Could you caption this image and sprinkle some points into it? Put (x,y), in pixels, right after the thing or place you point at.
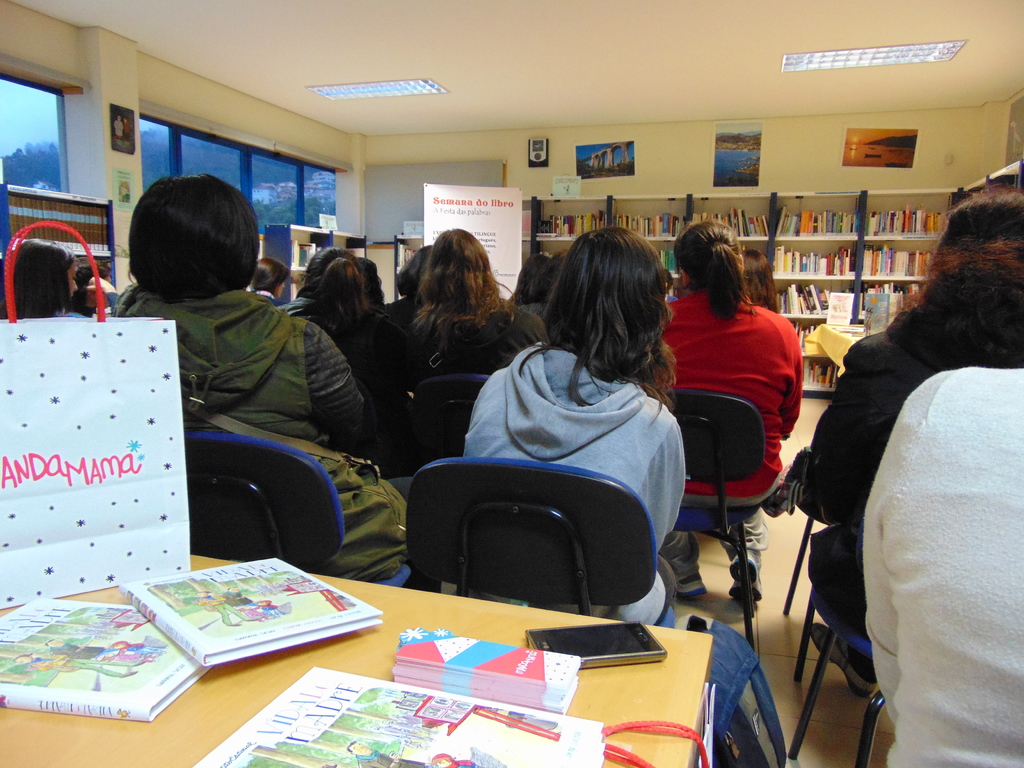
In this picture I can see there are few women (528,404) sitting on the chairs (448,516) and they are wearing hoodies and there is a table (334,662) at the left side (307,598) bottom and there are cards (544,668), a smart phone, carry bags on the table (342,635). There is a bookshelf (641,204) in the backdrop (771,248) and there are books (592,221), a banner (508,217), photo frames (887,148) on the wall (421,150). There is a window (298,172) at left side (322,179) and there are lights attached to the ceiling (593,10).
